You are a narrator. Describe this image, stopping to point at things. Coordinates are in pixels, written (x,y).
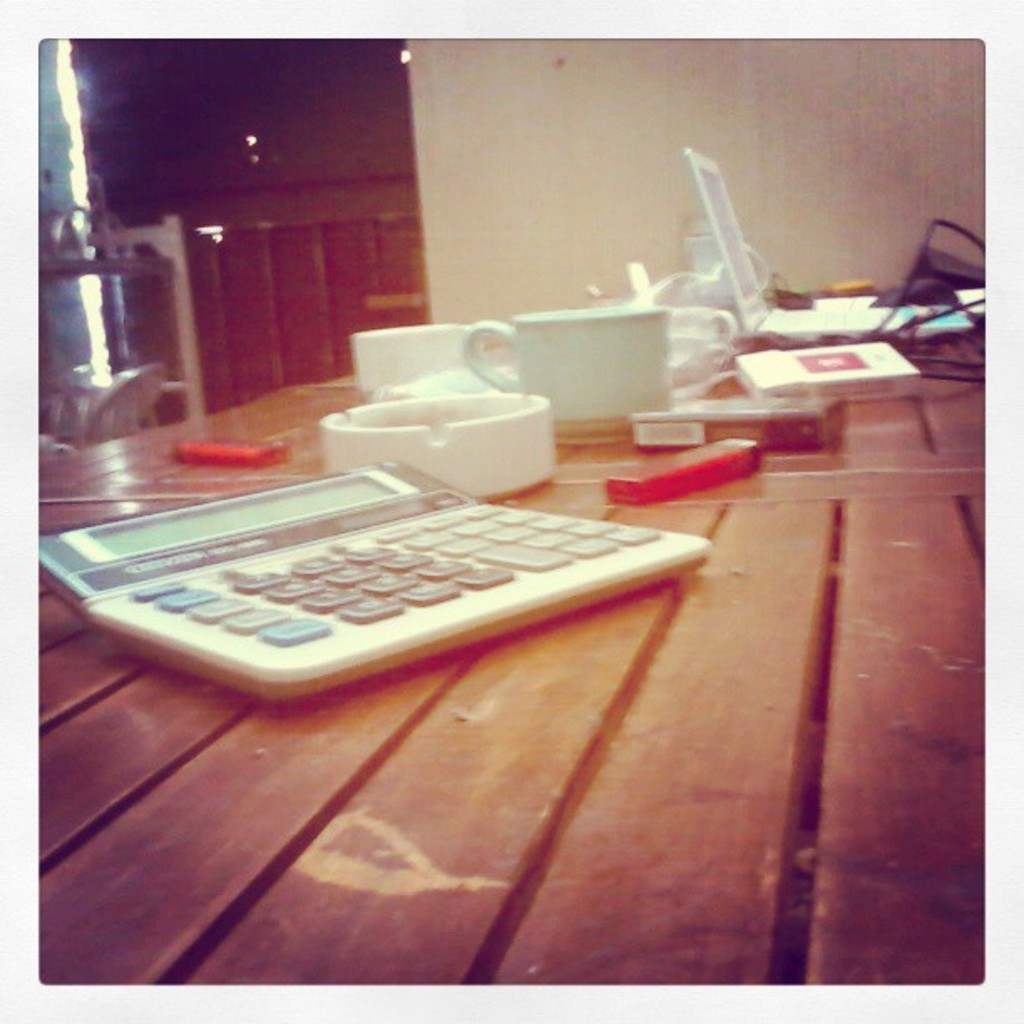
in the picture we can see a table (499,704) on the table (488,687) we can see a calculator (602,539) along with the laptop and a cup (627,337).
